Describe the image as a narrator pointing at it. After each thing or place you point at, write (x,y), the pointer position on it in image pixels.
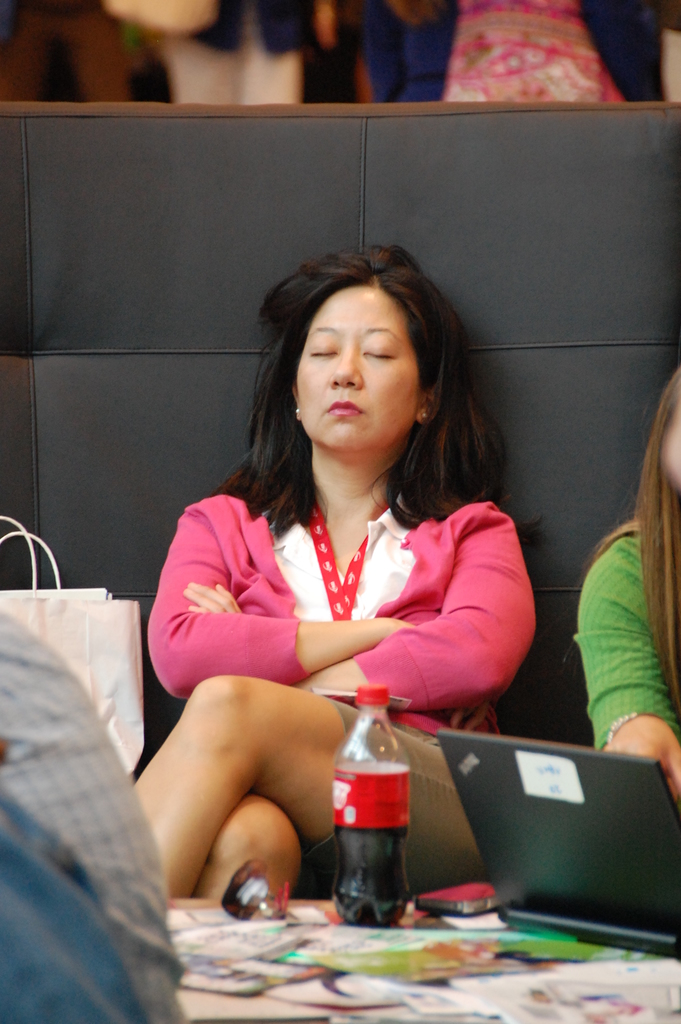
Bottom of the image (227,1013) there is a table (215,1010), on the table (243,1018) there is a bottle (359,836) and laptop (665,868) and there are some papers (190,940). In the middle of the image (387,478) two persons (377,478) sitting on a couch (96,556) and there is a white color bag (37,555).
